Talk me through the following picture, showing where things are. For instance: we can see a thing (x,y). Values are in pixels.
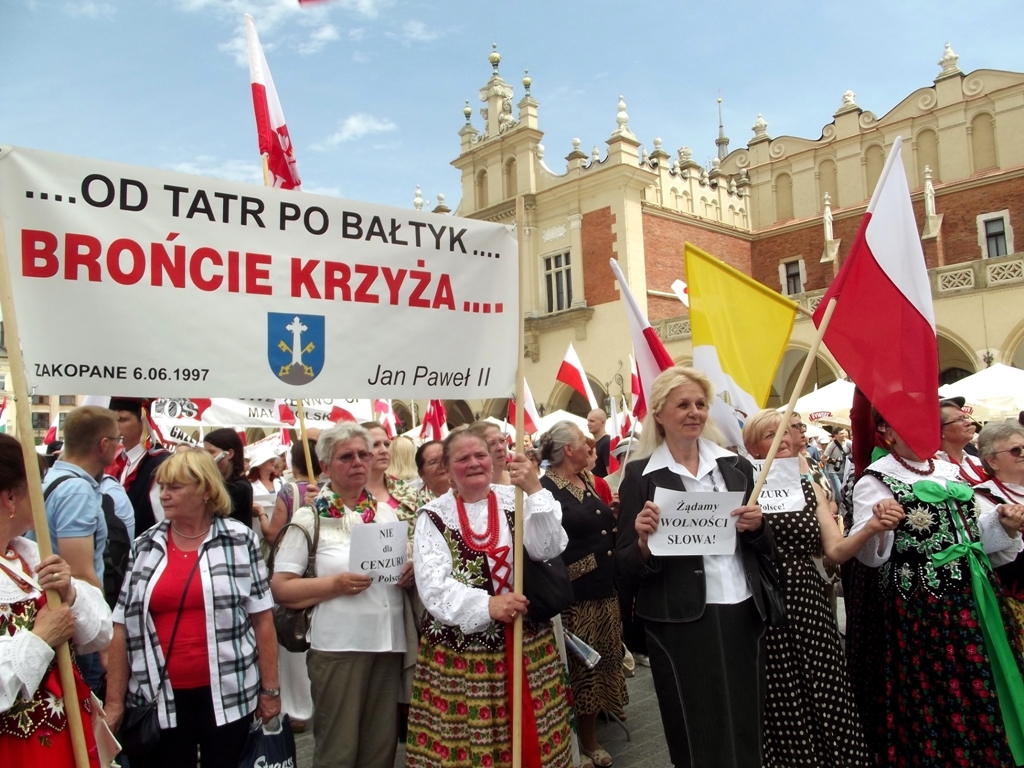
There is a group of people (459,564) standing and holding banners (486,397) and papers (688,501) as we can see at the bottom of this image (379,562). There is a building (608,343) in the background (502,102) and the sky (390,125) is at the top of this image (442,96).
